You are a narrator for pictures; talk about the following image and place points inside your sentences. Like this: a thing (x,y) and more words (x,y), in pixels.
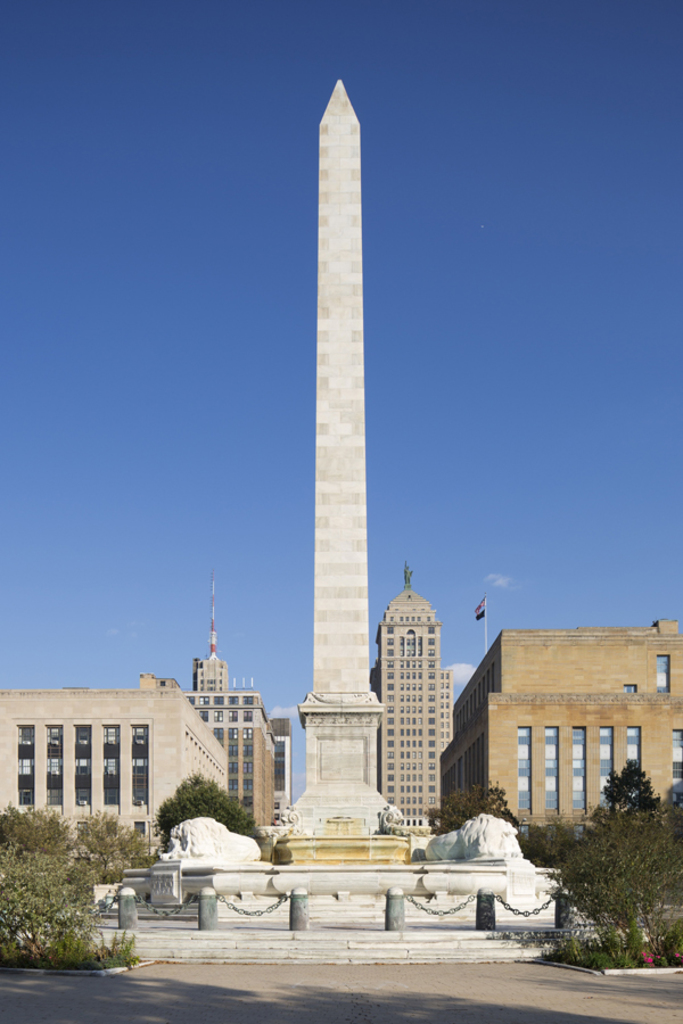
In this image, we can see some trees (535,854) in front of buildings (512,752). There is a tower (350,586) in the middle of the image (350,558). In the background of the image (108,253), there is a sky (130,207).
